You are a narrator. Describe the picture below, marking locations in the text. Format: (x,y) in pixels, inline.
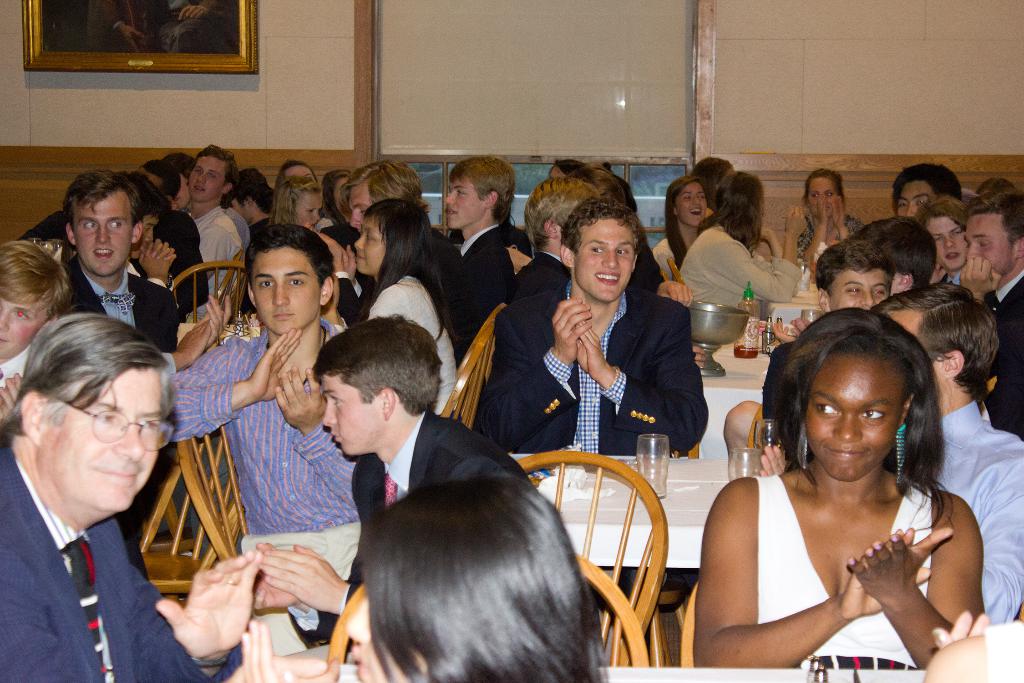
In this image I see lot of people (1012,277) who are sitting on the chairs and few of them are laughing and I can also see that there are tables (673,479) in front of them and there are things (706,326) kept on it.
